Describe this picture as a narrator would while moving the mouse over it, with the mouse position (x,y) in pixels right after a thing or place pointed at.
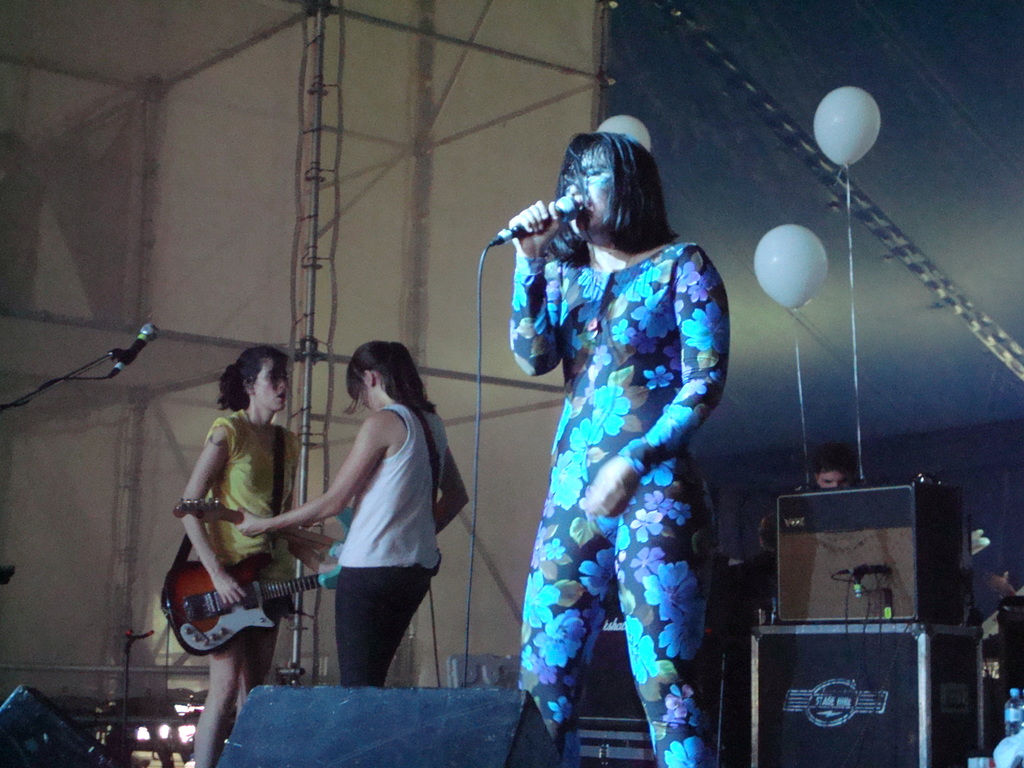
This woman (627,292) wore floral dress (609,389) and singing in-front of mic (557,205). Far this two womens (403,481) are facing each other and playing guitars (211,583). At background (858,115) there are balloons (782,253) and devices (891,613). This is mic (133,360) with holder (126,362).
